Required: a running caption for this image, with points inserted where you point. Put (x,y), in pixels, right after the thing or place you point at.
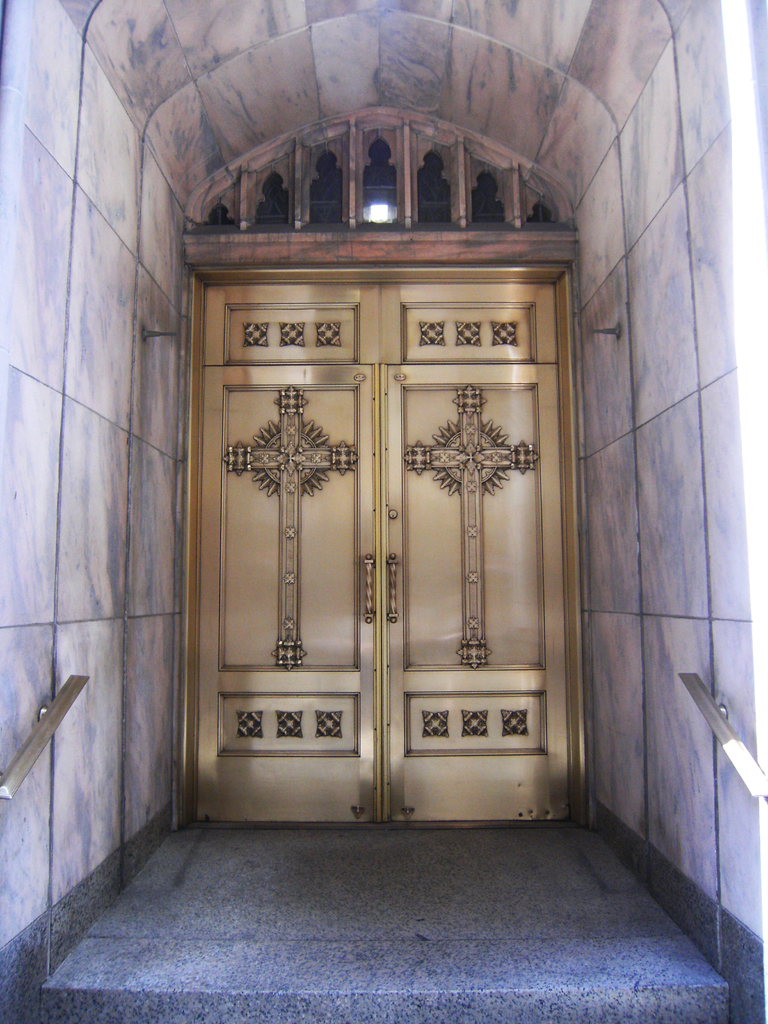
In the picture I can see a golden door (349,440) and I can see the designs (467,413) on the door (341,475). I can see the arch design construction (374,56) at the top of the picture (374,56). I can see a stainless steel handle (61,710) on the left side (77,684) and the right side as well.
